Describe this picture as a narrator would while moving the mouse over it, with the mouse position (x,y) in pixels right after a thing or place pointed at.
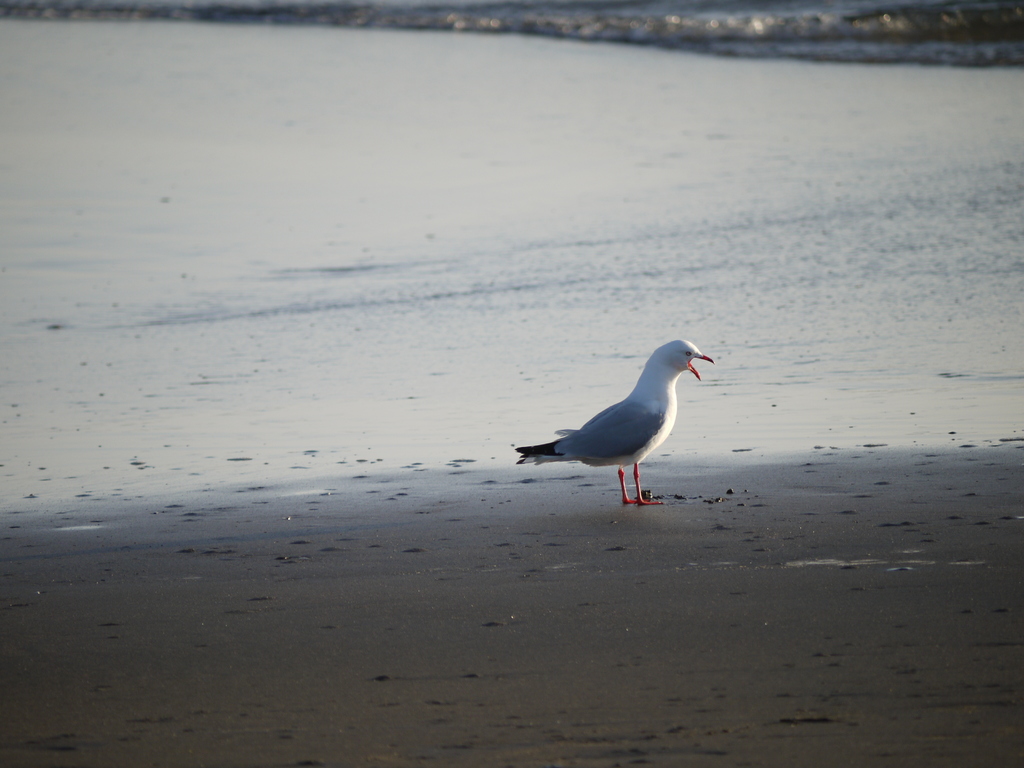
There is white seagull (622,463) standing in front of the sea (718,400).
